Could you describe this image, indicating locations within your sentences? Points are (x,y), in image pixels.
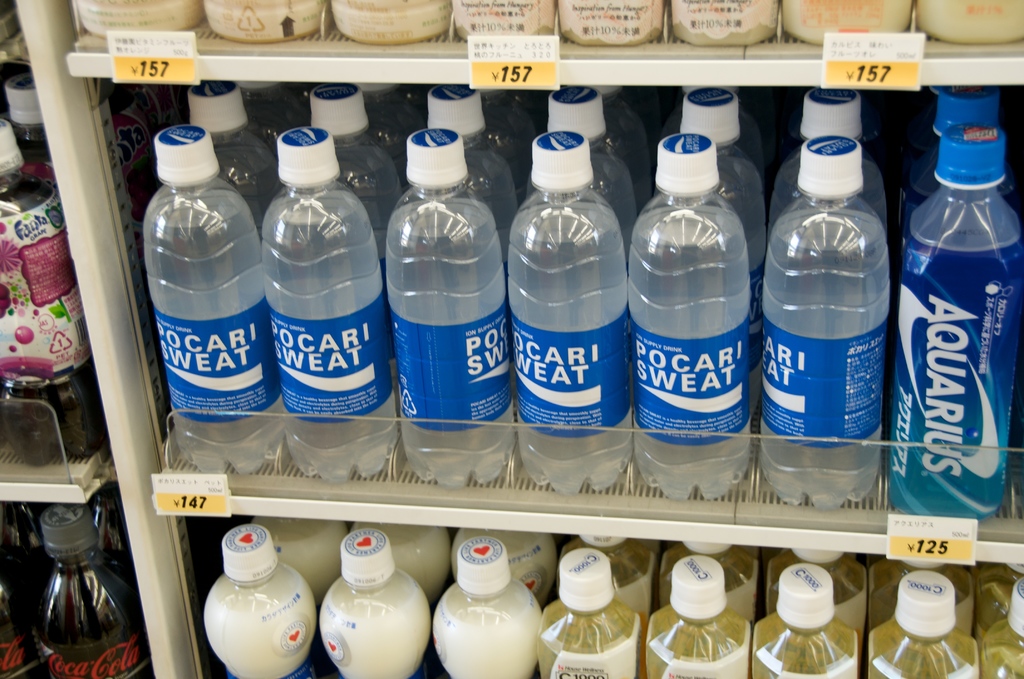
Some water bottles (283,224) are arranged in rows in a rack (768,446).
